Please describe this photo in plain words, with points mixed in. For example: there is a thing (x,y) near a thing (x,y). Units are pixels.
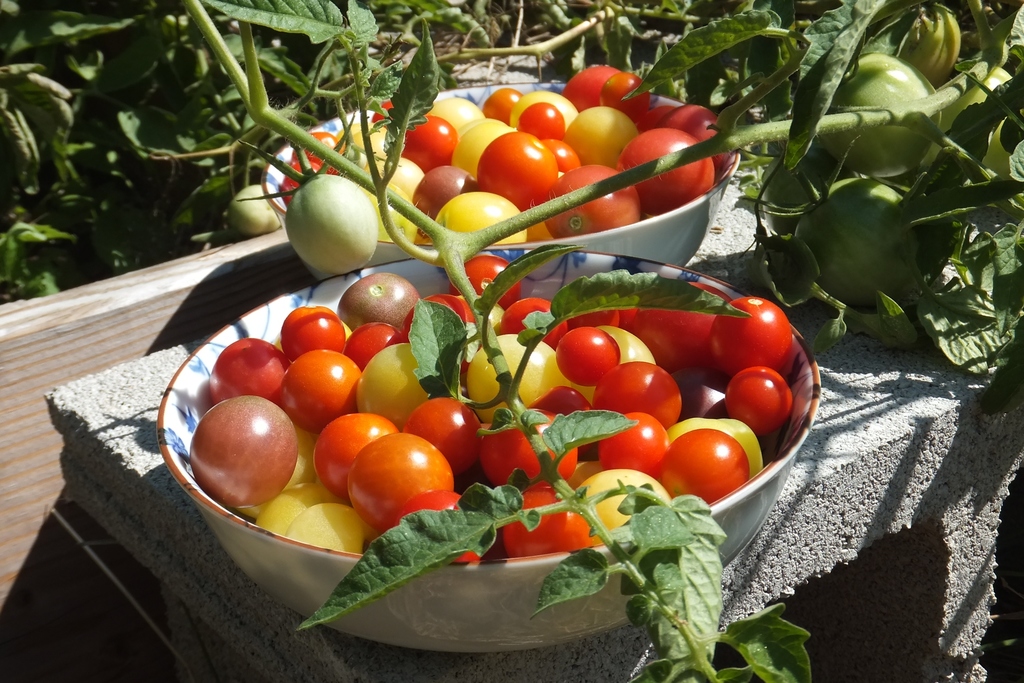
We can see tomatoes (405,221) kept in a white color bowls (492,226) in the middle of this image (558,271). We can see stems (869,122) and leaves (808,138) in the background (168,60).
